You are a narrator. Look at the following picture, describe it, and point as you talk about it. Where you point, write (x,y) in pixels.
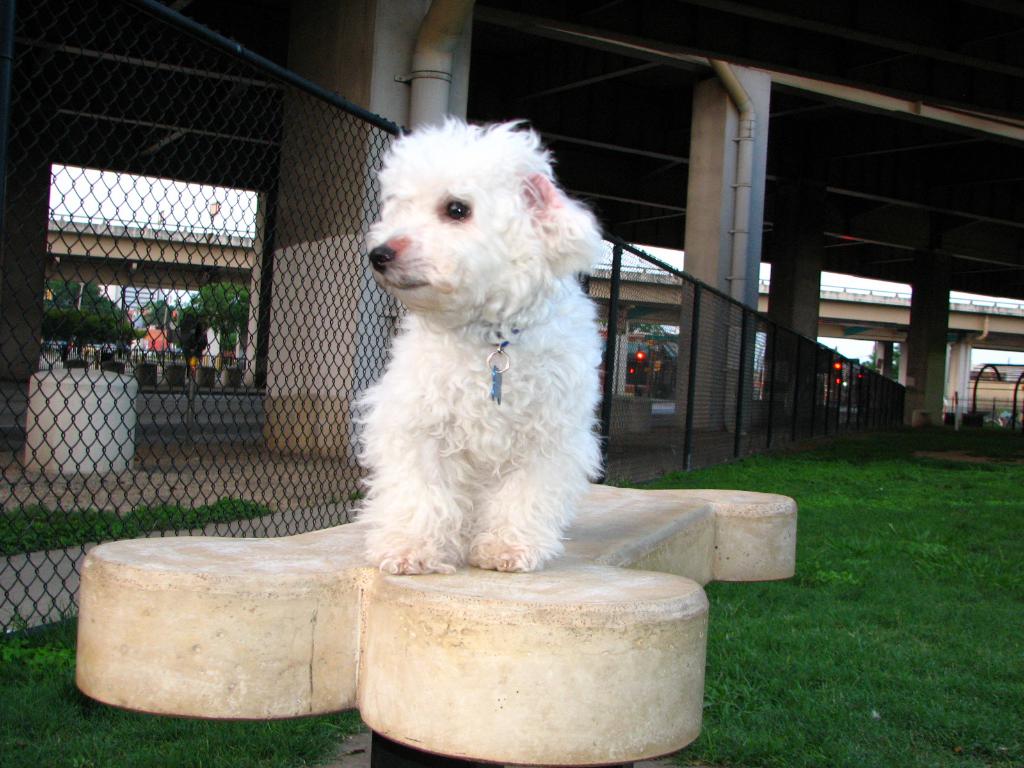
There is a white color dog (489,399), which is standing on the cement stone (196,587) which is in bone shape and is on the pole (395,749), which is on the grass (745,737) on the ground (724,744). In the background (773,393), there is fencing (790,402), there are pillars (398,64) of a bridge (688,38), there is bridge (1008,319), there are trees (89,306), there are buildings (132,297) and there are other objects (189,322).
